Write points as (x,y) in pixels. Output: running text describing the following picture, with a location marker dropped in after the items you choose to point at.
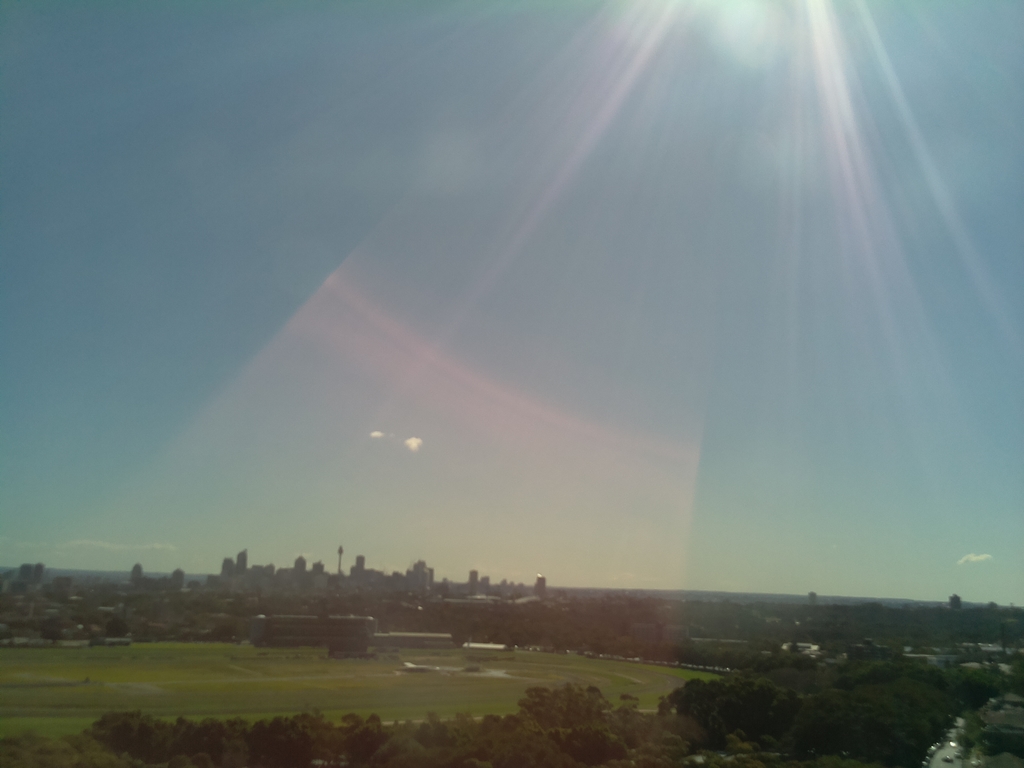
In this picture we can see ground (44,721) and stadium (369,616). At the bottom (628,711) we can see many trees (717,746). In the background (394,579) we can see tower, skyscrapers (289,580) and buildings (220,582). At the top (420,123) there is a sky (616,114).
